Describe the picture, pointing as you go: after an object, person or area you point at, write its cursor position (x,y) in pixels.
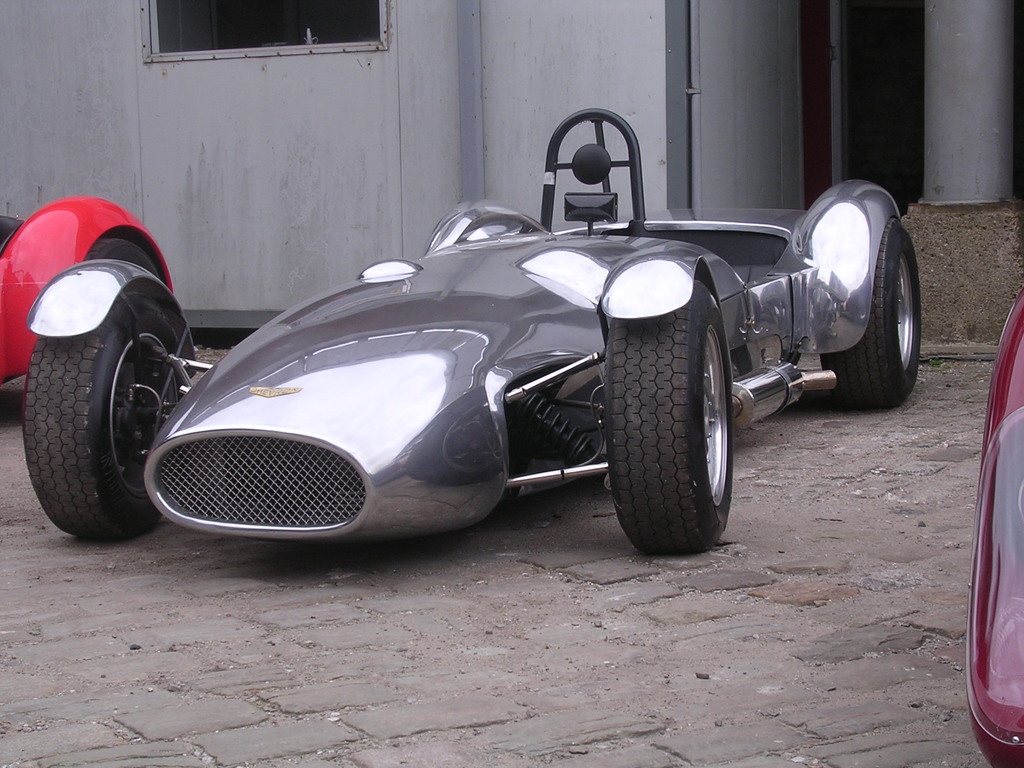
In this image we can see few cars (515,312) on the road (944,411) in-front of a building (91,41).
